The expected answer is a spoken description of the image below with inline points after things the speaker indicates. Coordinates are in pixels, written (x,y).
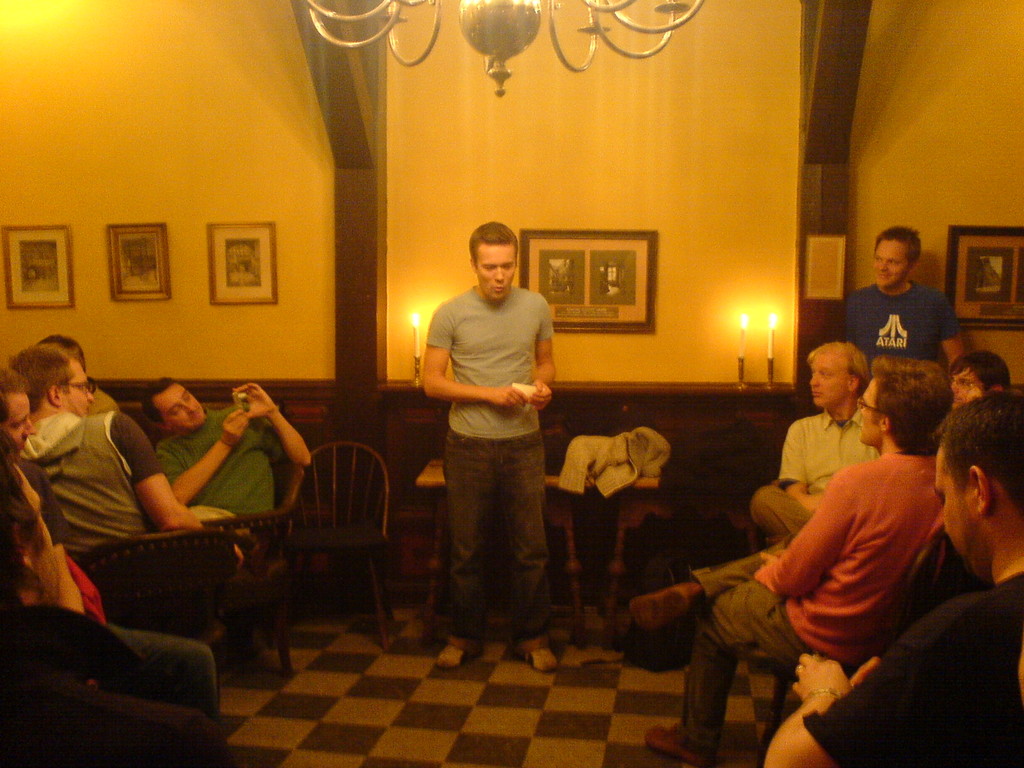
in this image i can see a man (477,364) standing at the center (454,362). at the left (169,478) there are many people (7,488) sitting. on the right (826,553) there are people (836,490) sitting and behind them there a man (911,309) standing in blue t shirt (891,300). behind them there is a wall (451,248) with many photo frames (535,250). above them there is a chandelier (482,32).
